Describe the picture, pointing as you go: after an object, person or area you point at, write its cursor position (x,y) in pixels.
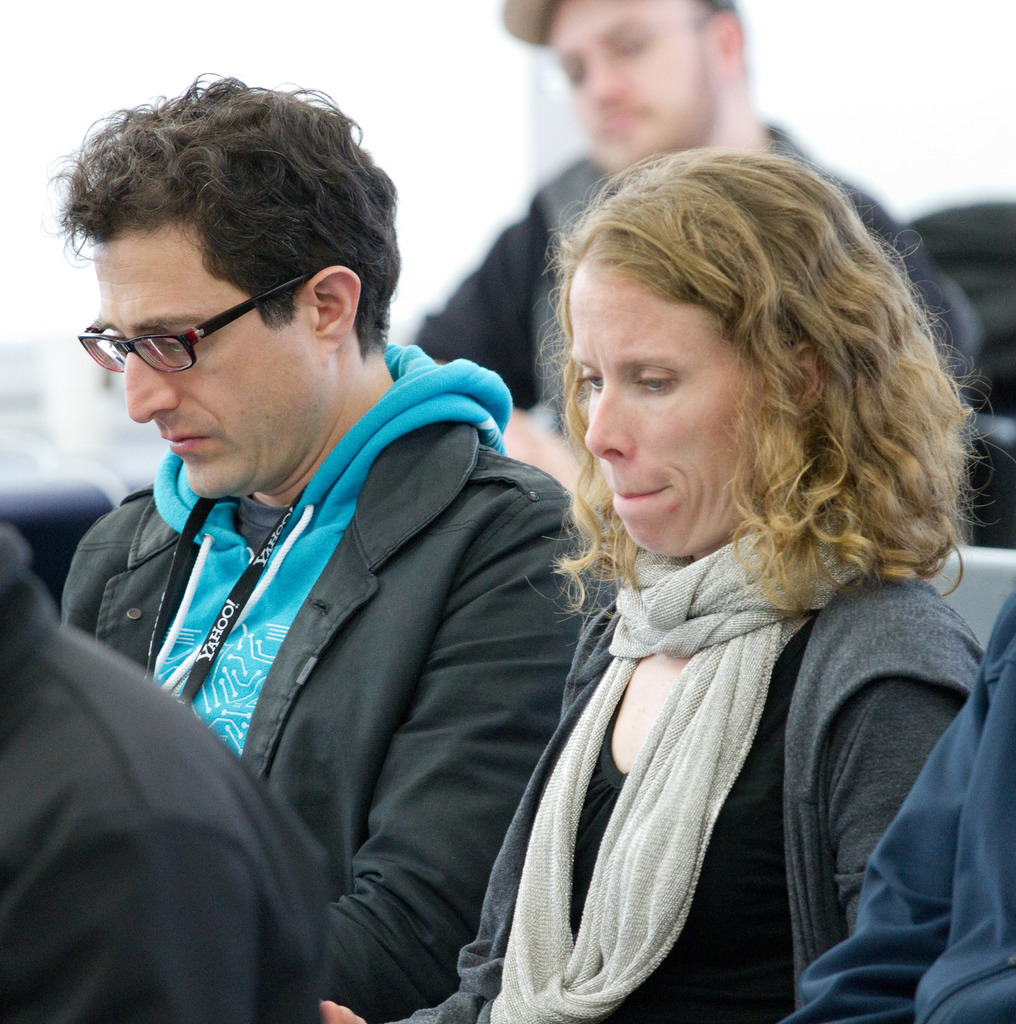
In the picture I can see people (403,597) among them the man (439,608) on the left side (316,470) is wearing a jacket (432,597), spectacles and the woman (840,622) on the right side (818,851) is wearing scarf (707,837) and other type of clothes (710,872). The background of the image (463,70) is blurred.
